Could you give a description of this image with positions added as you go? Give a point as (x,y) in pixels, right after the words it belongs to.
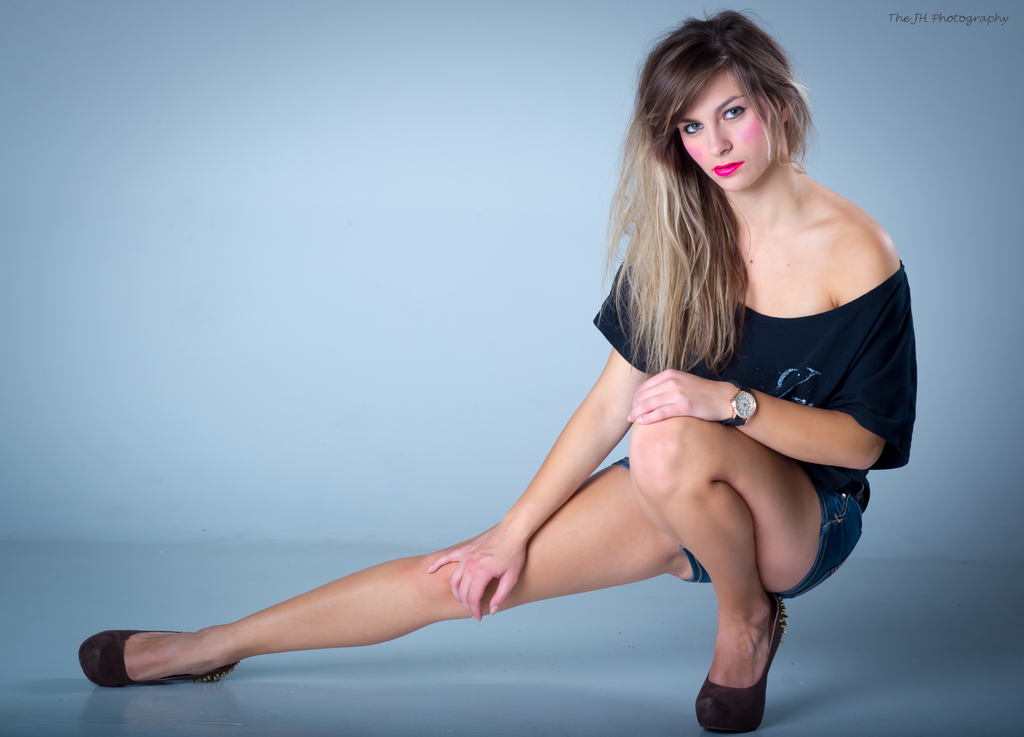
In this image we can see a woman (768,169) with long hair (731,324) wearing a top (845,341) and shorts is crouching on the floor (594,706).
